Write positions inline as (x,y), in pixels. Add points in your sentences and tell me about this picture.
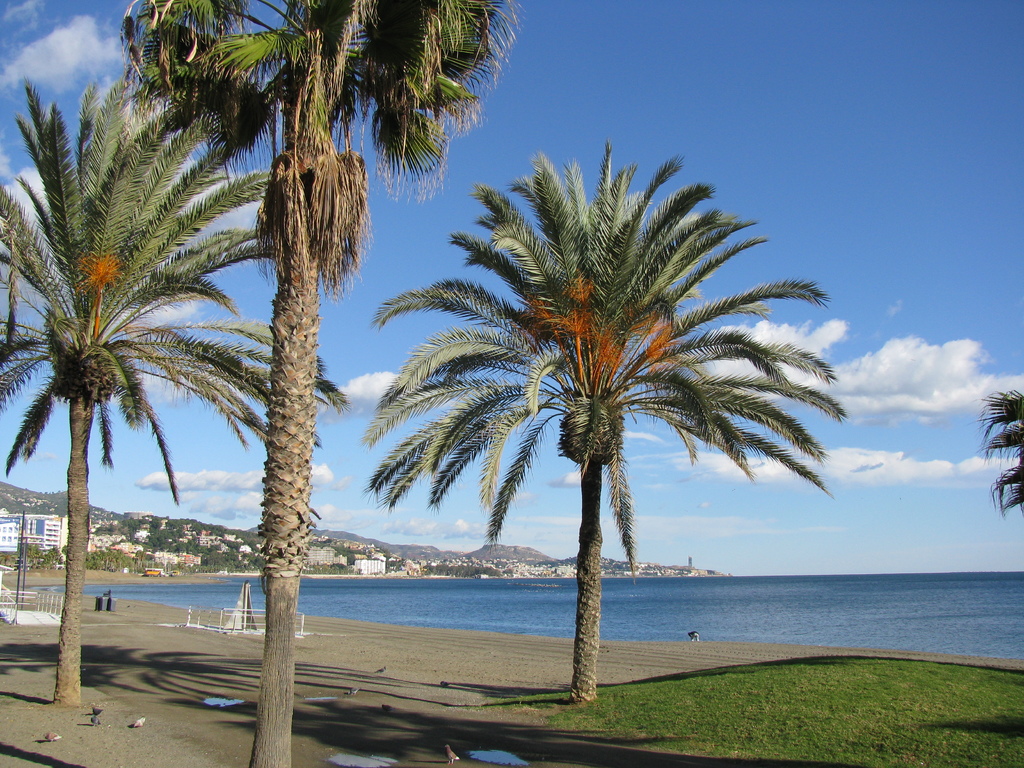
This image consists of trees (303,307). It looks like it is clicked near the beach (641,664). On the left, we can see the mountains (233,566) and buildings (37,535). At the top (905,196), there are clouds (946,402) in the sky (1023,222).
